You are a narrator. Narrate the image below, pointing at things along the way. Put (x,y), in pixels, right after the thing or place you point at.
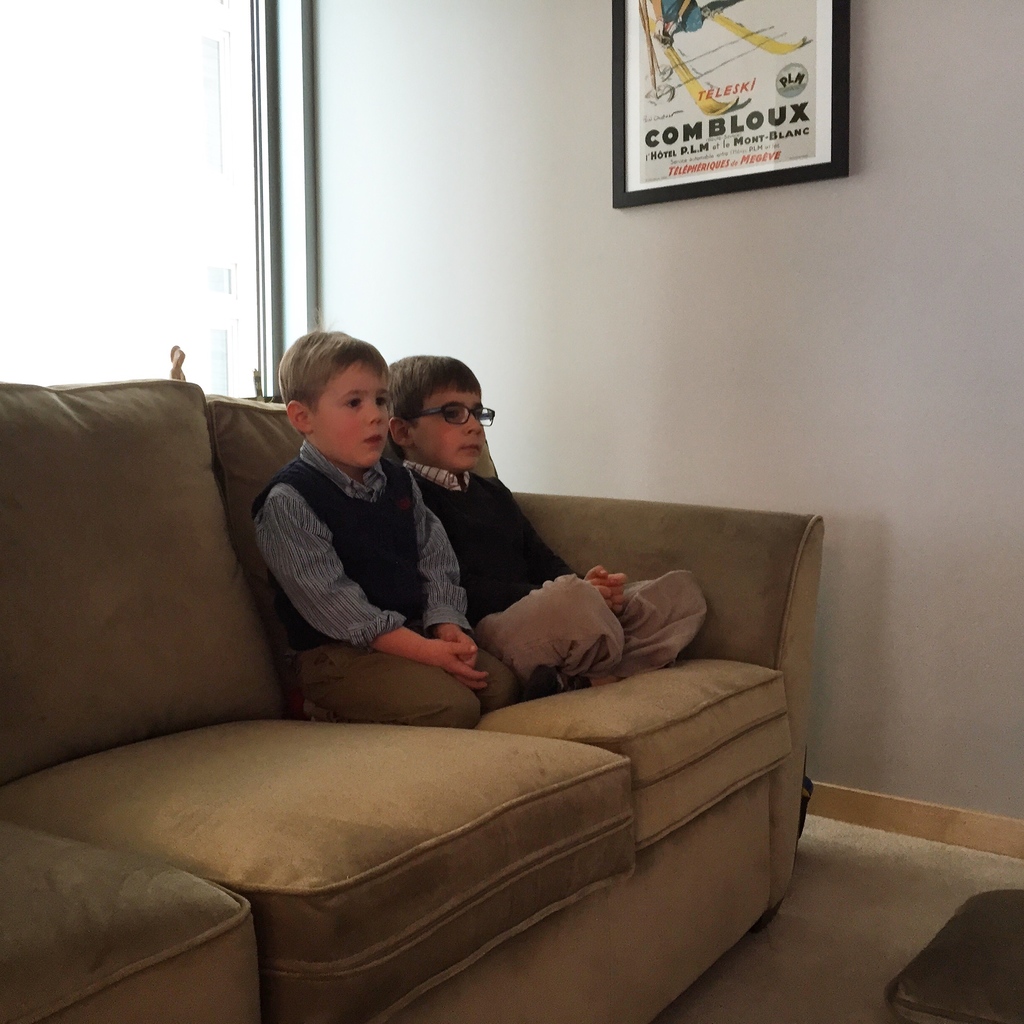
In this image i can see 2 children (457,523) sitting on a couch (294,824). In the background (613,355) i can see a wall (711,337) and a photo frame (827,122) attached to a wall (816,340).
